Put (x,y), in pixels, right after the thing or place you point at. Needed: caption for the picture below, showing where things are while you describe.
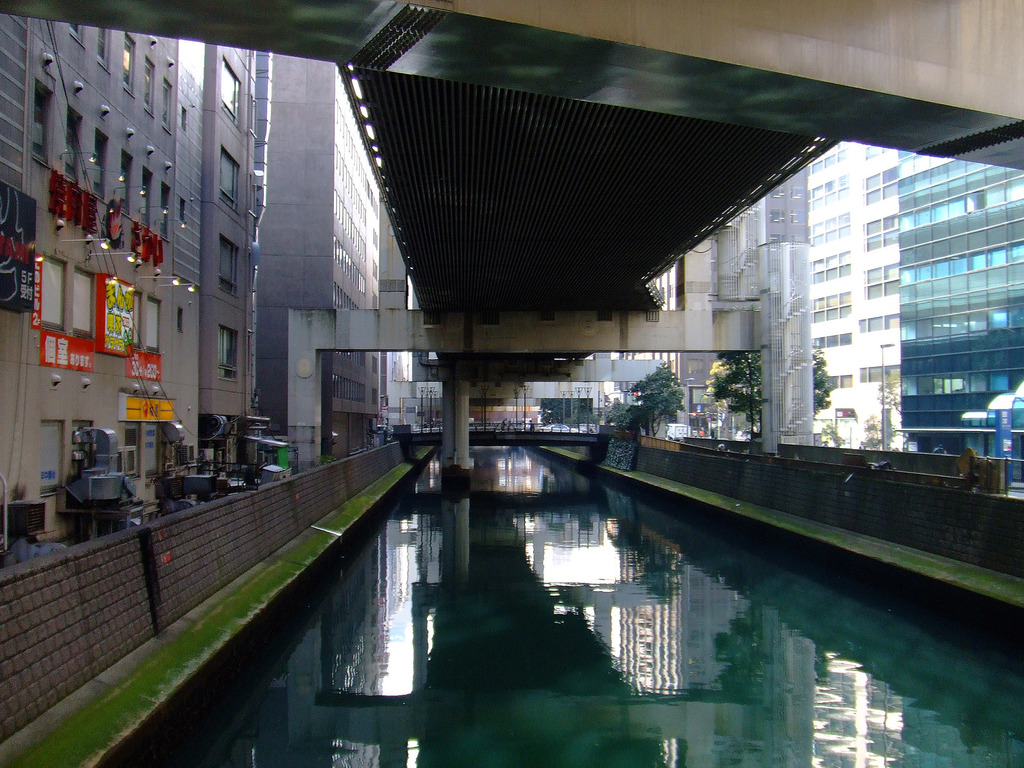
In the image we can see there are building (882,322) and these are the windows (825,301) of the buildings (363,233). Here we can see the bridge (481,178), pillar (447,405) and the posters (72,349). We can even see lights (164,212), trees (642,412) and water (563,703).
